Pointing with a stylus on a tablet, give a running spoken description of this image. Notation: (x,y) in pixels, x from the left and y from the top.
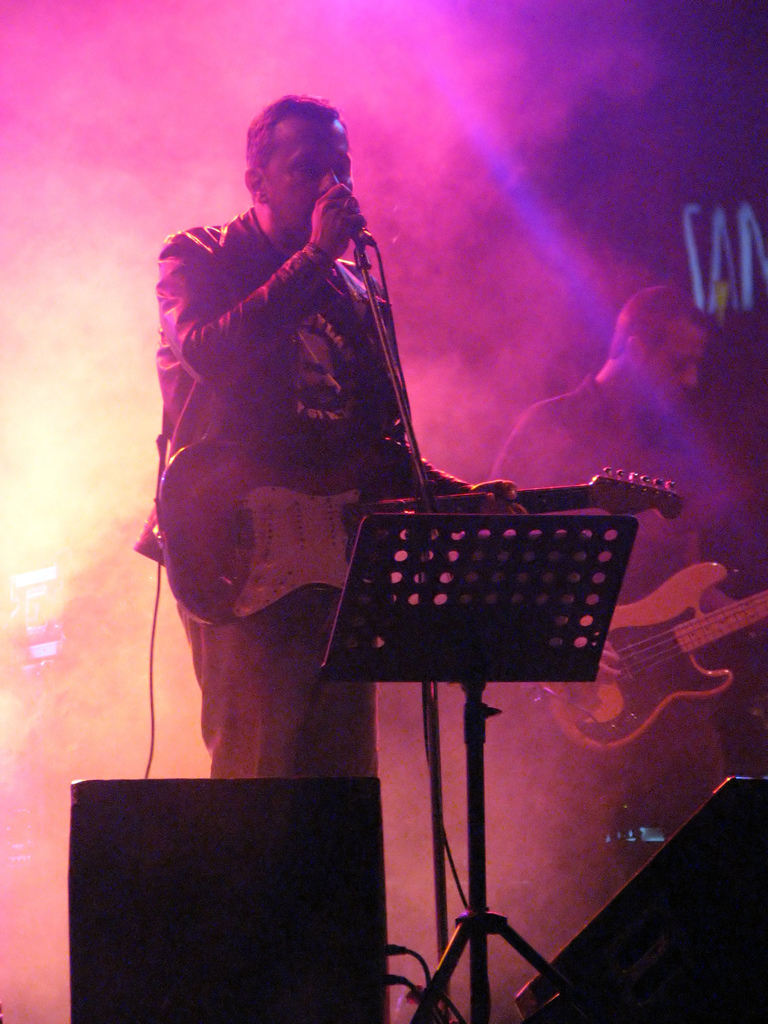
As we can see in the image there is a man (271,145) holding mic (369,235) and on the right side (671,320) there is another man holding a guitar (671,646). In the front (259,850) there is sound box (203,891) and there is smoke (125,236).
